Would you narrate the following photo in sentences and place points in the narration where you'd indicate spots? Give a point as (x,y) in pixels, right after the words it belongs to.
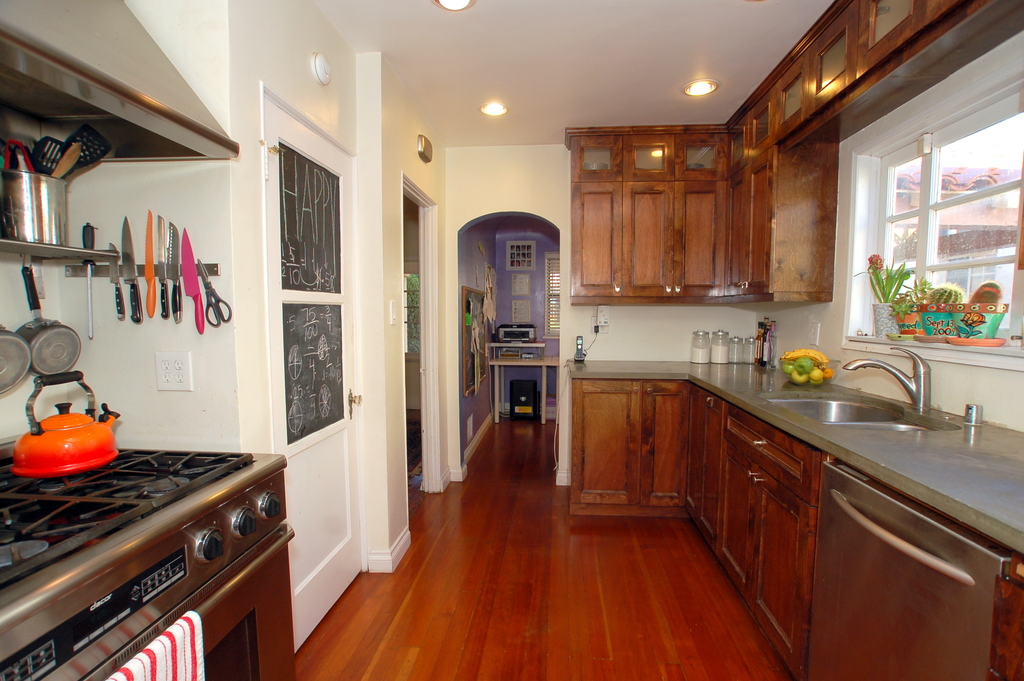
In this image we can see inside view of a house (287,283), there are knives (172,291), scissor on the wall (4,299), there are bowls (27,194) on the racks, there is a stove (243,635), towel (156,671), there are jars (706,351) on the kitchen slab (755,369), also we can see house plants (963,316), windows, door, there are some objects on the table (514,364), we can see the ceiling (452,47), and there are some lights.
